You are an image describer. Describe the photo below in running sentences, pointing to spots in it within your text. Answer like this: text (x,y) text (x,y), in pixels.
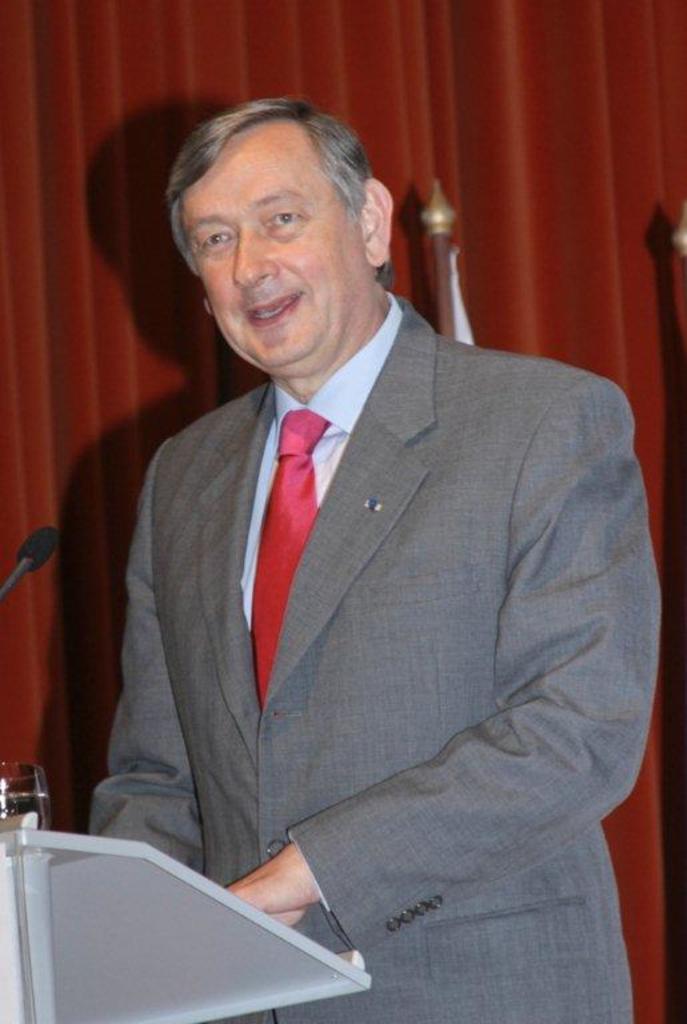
In this image there is one person (408,687) standing and wearing a blazer (424,791) in middle of this image (374,541). There is a Mic (9,582) on the left side of this image (9,582). There is a red color curtain (109,560) in the background (494,240).
